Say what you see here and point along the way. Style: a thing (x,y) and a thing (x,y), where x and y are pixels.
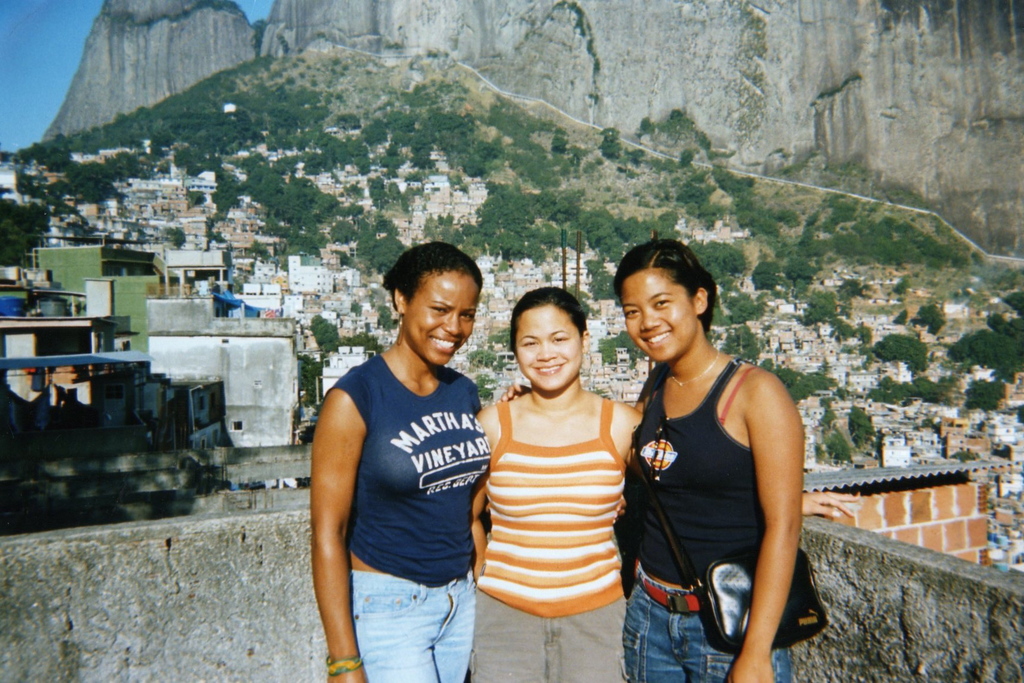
This picture might be taken from outside of the city (224,412). In this image, in the middle (546,394), we can see three women (480,555) standing. In the background (233,418), we can see building (179,200), houses (456,201), trees (386,200), rocks (151,64). On the top (75,19), we can see a sky (73,7).
